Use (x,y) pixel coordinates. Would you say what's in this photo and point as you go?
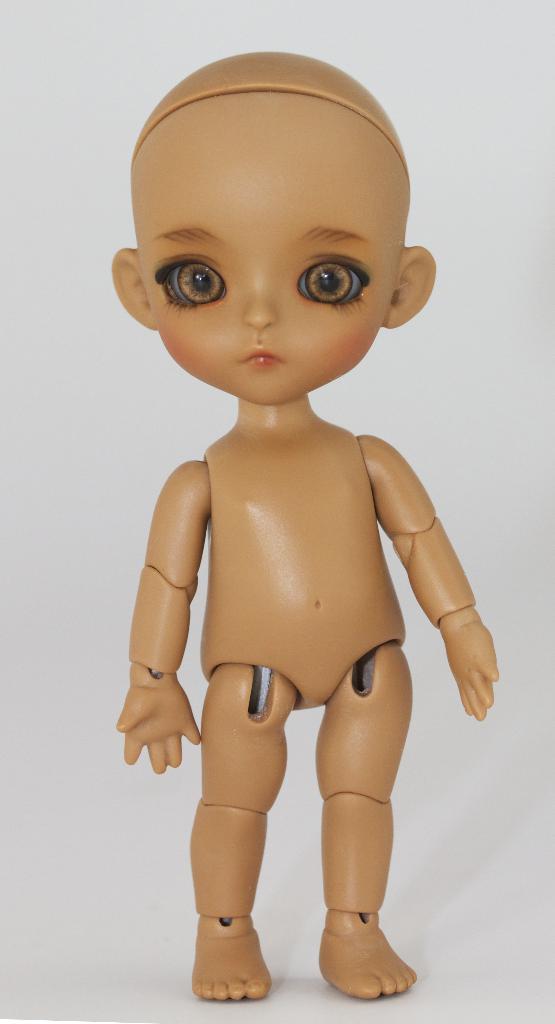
In this image I can see a cream color toy (278,494). Background (538,310) is in white color.
